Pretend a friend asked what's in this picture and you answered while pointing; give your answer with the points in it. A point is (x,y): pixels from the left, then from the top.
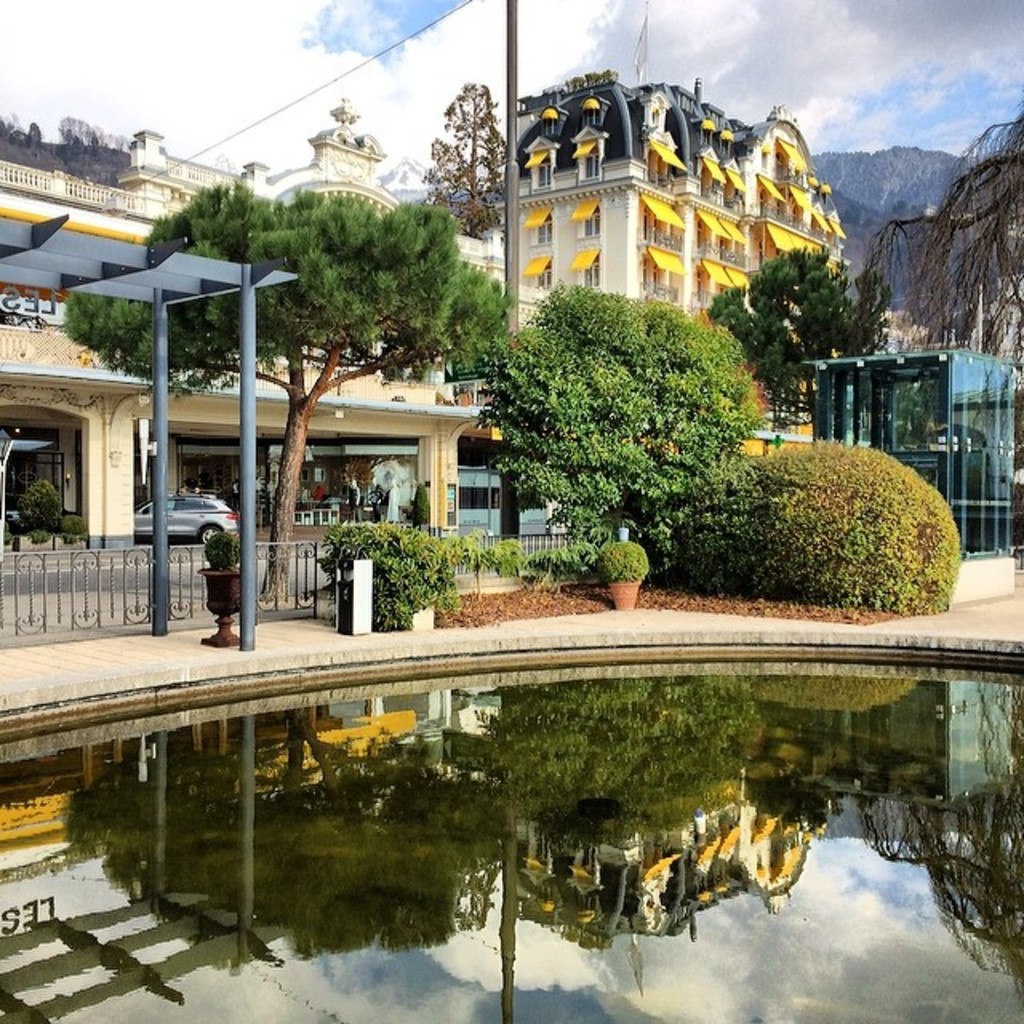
At the bottom of the image (428,687) we can see water (1013,887). In the middle of the image (631,434) we can see some plants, trees (290,462), poles (245,469) and fencing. Behind the fencing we can see some buildings (179,404), hills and vehicles (169,498). At the top of the image (407,125) we can see some clouds (863,15) in the sky (836,87).
